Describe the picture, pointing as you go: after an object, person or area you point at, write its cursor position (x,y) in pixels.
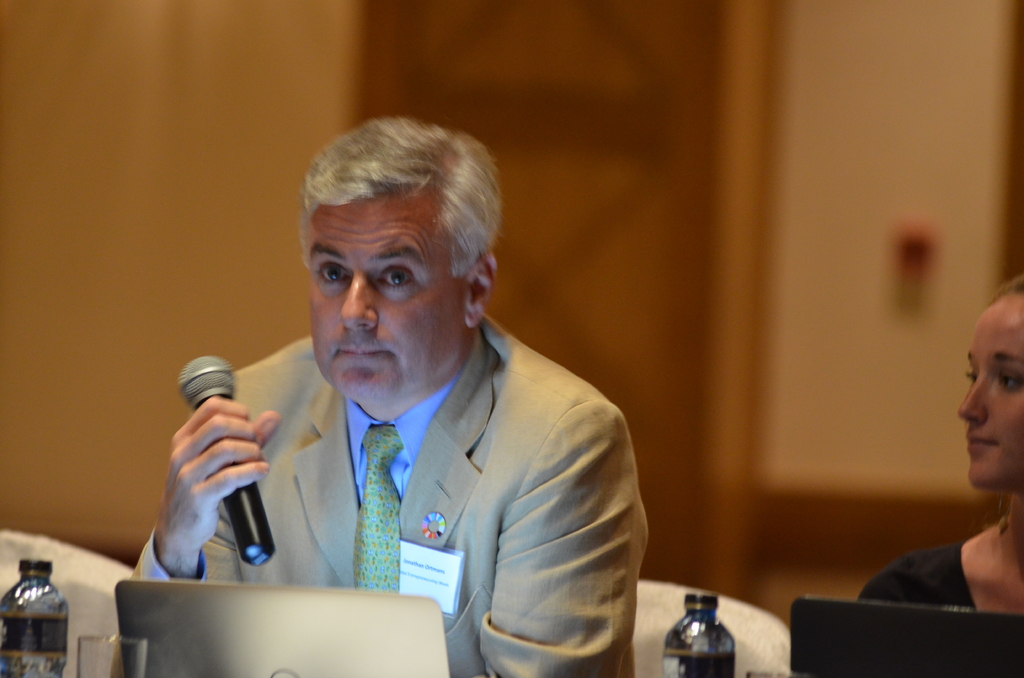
In the foreground of the picture (340,629) there are laptops (318,664), bottles (41,623), glass (136,642), man (412,457) holding a mic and a woman (948,555). In the foreground (85,569) there are chairs (670,611) also. The background (792,153) is blurred. In the background (611,196) there are door (577,110) and wall (842,216).
